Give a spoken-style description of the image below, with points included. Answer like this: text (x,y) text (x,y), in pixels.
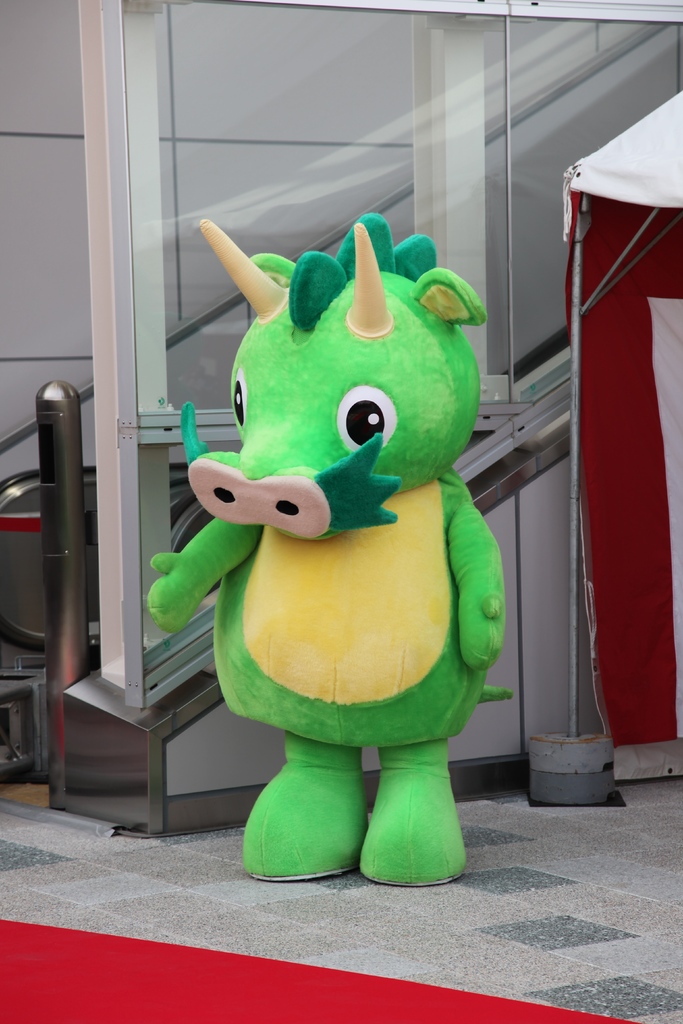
In this image, we can see a mascot (208,531) and there is an escalator (40,570), tent (636,447) and a stand (558,748). At the bottom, there is a floor (283,886).
